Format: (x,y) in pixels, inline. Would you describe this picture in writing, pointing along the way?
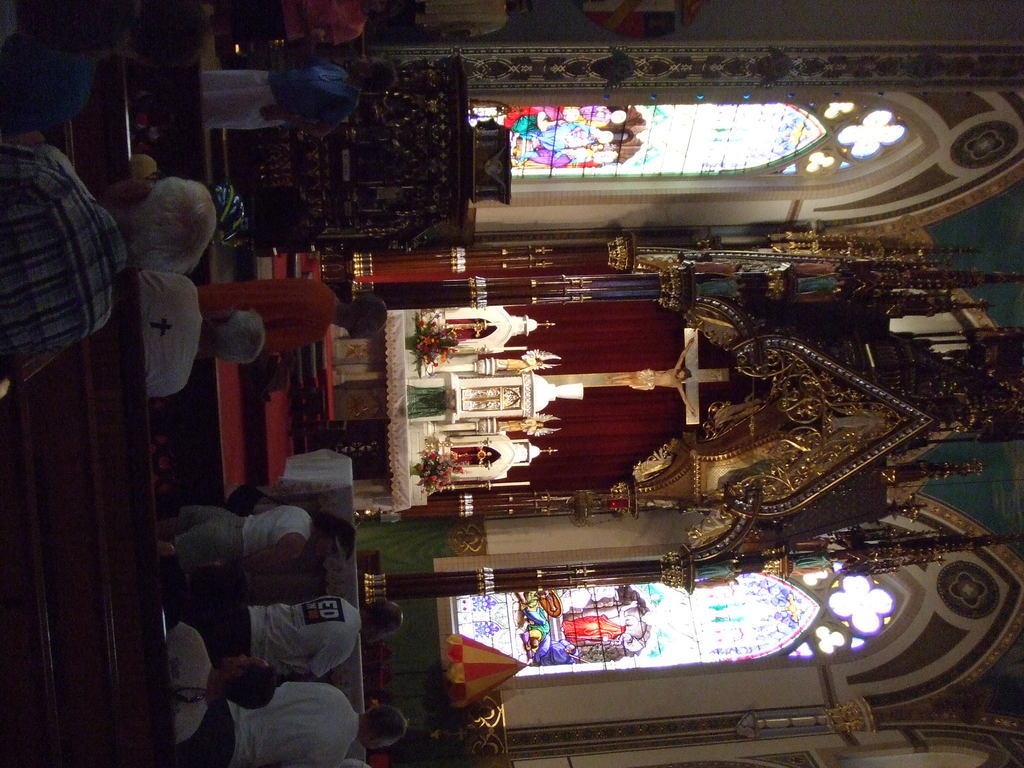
This is an inner view of the church (506,235) where we can see there is a cross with Jesus sculpture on it, in front of that there are so many people (190,363) standing.
